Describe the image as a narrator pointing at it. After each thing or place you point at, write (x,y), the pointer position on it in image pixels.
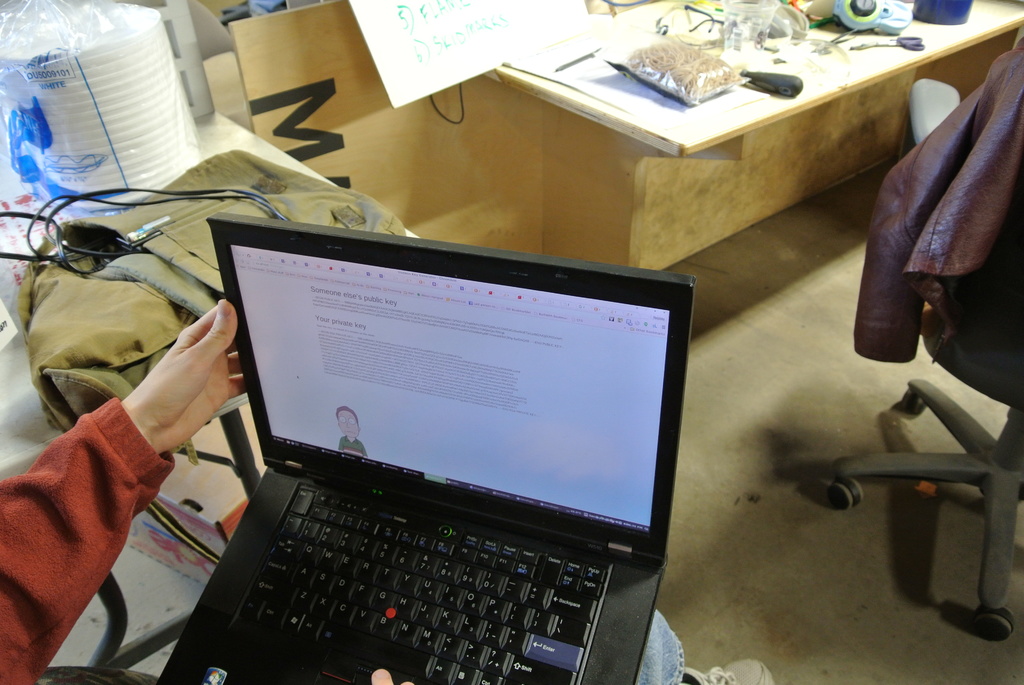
In this image i can see a laptop (460,517) and a human hand (178,385) at the background (709,89) i can see a food item (700,74), cover (711,71) on a table (759,93) and a chair (943,148).
